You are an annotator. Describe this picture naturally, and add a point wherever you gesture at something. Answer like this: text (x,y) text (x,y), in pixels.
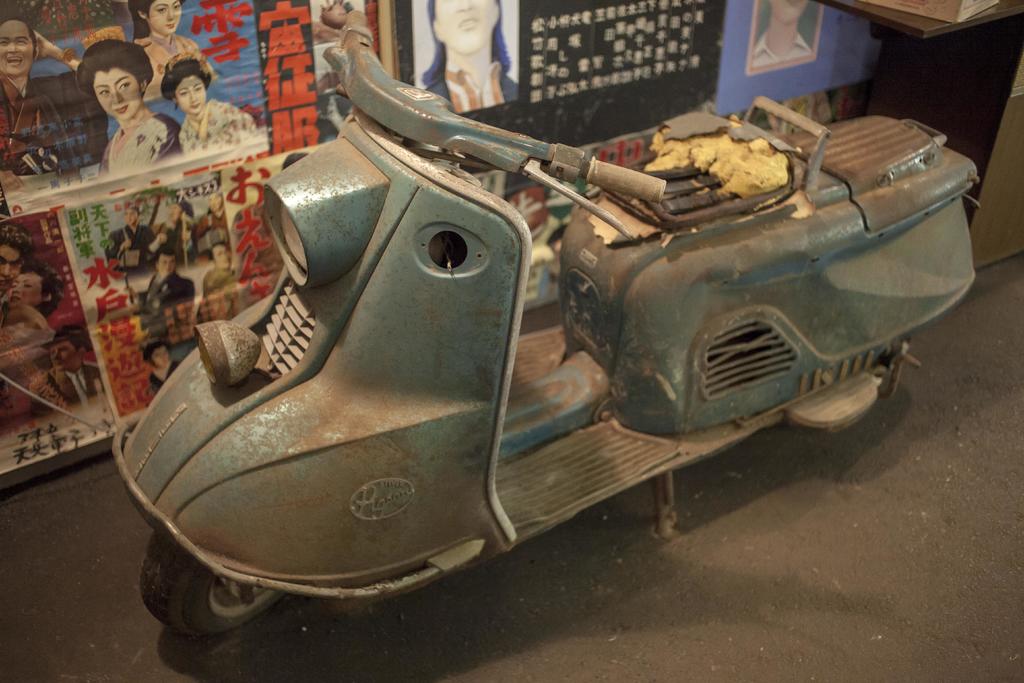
In this picture we can see a scooter (680,350) in the front (586,329), it looks like a wall (270,206) in the background (268,76), there are some posters (456,22) pasted to the wall (256,97), we can see pictures (465,54) of persons (207,86) and text (208,53) on these posters (415,19).
